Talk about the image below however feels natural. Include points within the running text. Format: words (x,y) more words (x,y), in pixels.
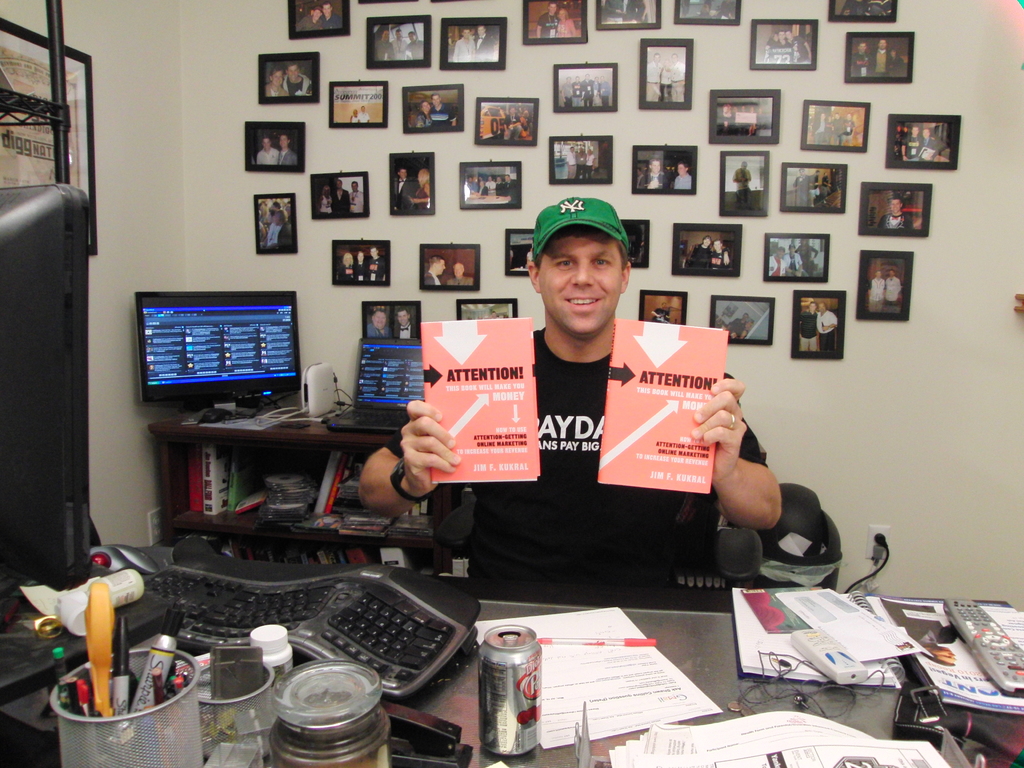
In this image there is a table (866,723), on that table (851,723) there are papers (675,726), keyboard (230,560), pens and other items (961,716), behind the table (442,676) there is man (562,516) sitting and holding two books (525,433) in his hands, in the background (228,444) there is another table (177,434), on that table (237,428) there is a monitor (170,385), laptop (359,399), under the table (224,484) there are few items (298,491) and there is a wall (996,360) on that wall (989,533) there are photo frames (572,112).
